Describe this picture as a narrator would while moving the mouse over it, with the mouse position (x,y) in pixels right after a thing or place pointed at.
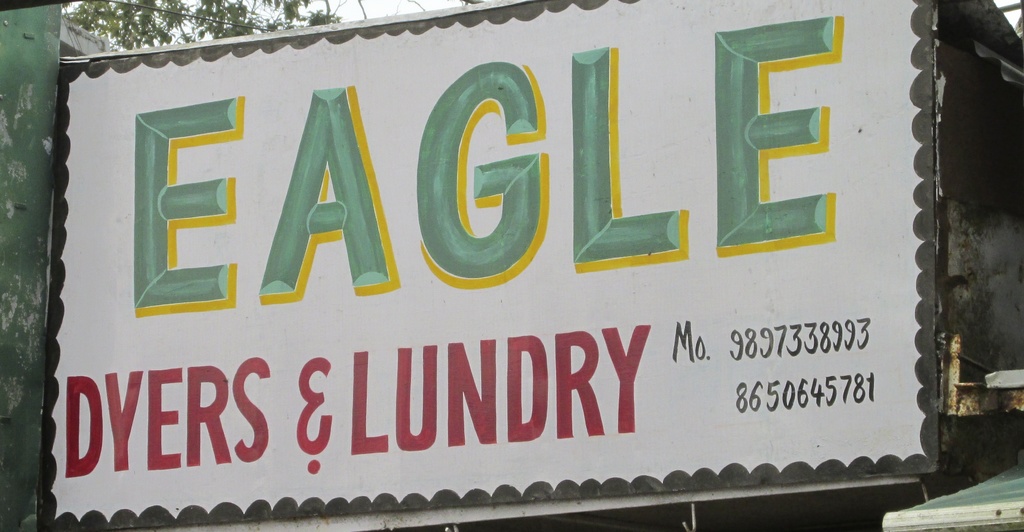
There is a hoarding (922,308) on which eagle is written. Behind that there is tree (127,21) and a wire (204,18).
